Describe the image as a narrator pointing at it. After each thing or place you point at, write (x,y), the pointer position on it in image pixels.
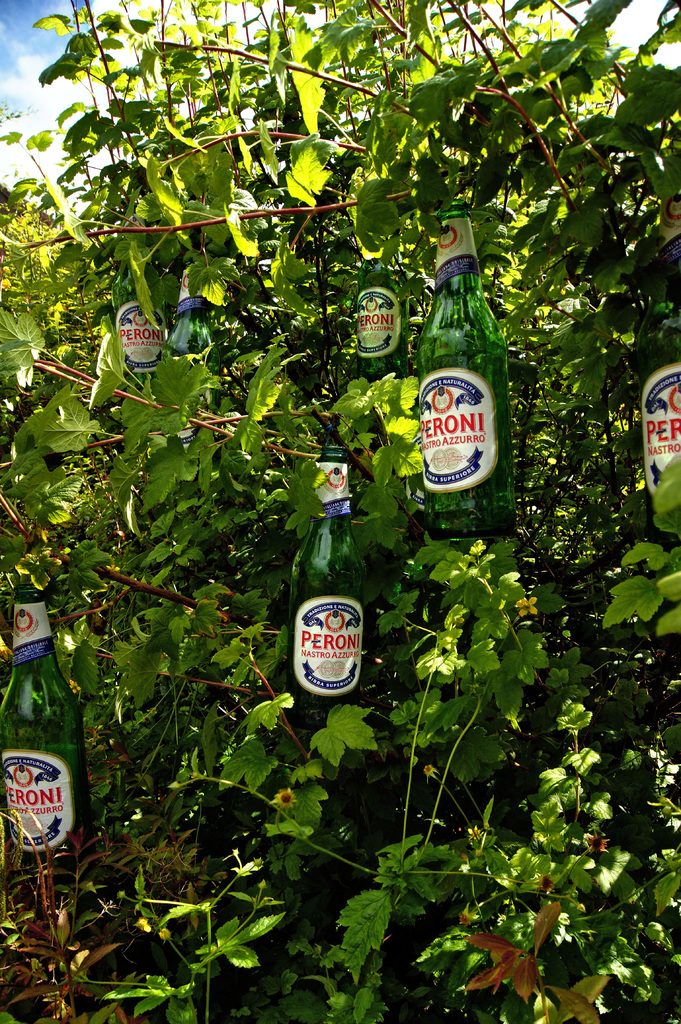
In this picture we can see bottles (437,471) with stickers (360,614) to it are hanged to the tree (269,160) and in background (30,76) we can see sky (35,72) with clouds (5,133).
